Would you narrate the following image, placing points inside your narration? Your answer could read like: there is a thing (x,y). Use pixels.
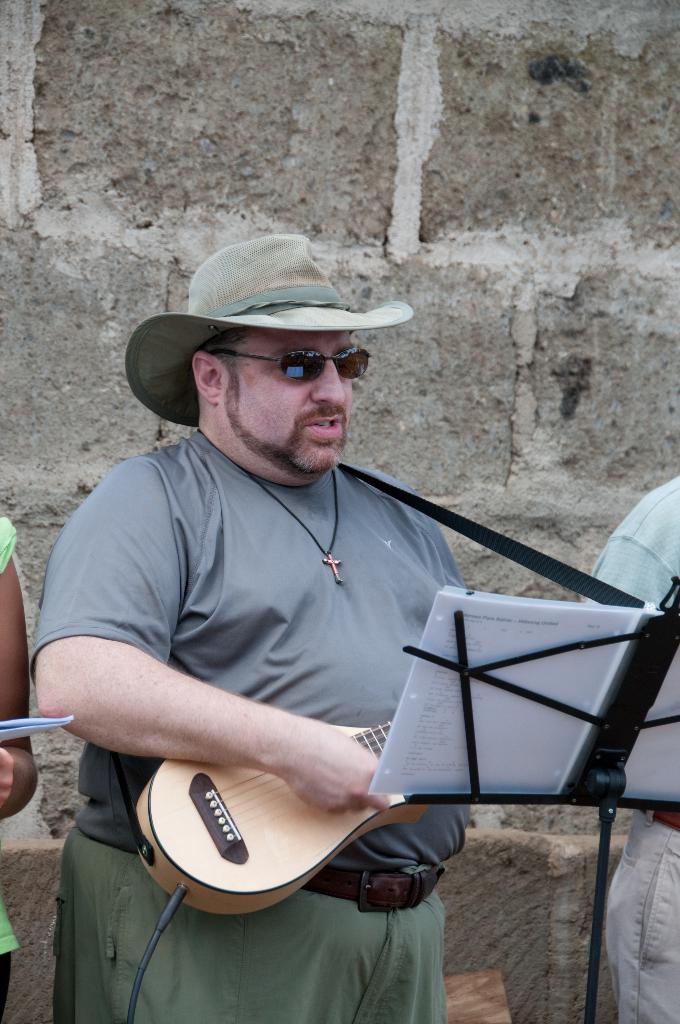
As we can see in the image there is a man (219,545) wearing hat (261,308), spectacles (258,359) and holding guitar (218,814). In front of him there is a paper (520,718).
